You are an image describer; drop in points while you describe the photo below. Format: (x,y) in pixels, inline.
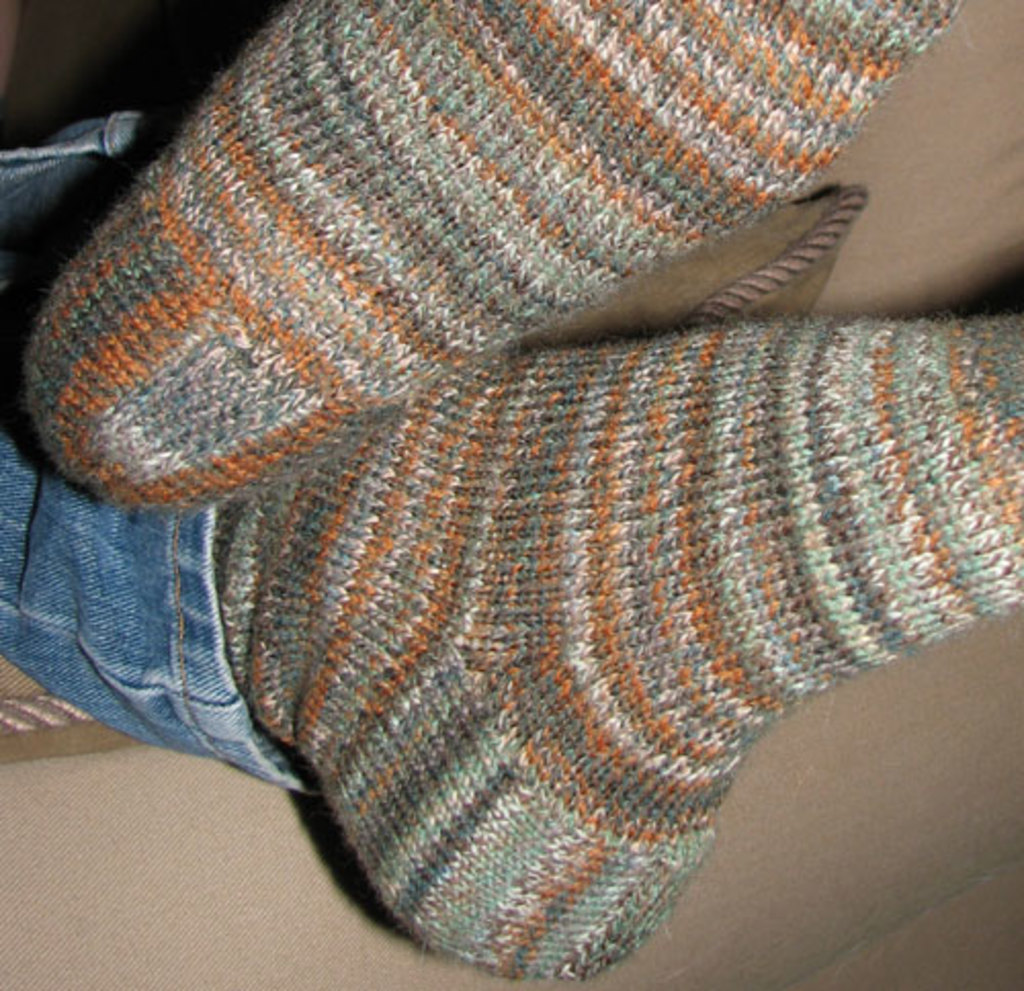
In this image I can see legs (474,337) of a person (494,339) on the couch (112,801). This image is taken may be in a room (189,26).
